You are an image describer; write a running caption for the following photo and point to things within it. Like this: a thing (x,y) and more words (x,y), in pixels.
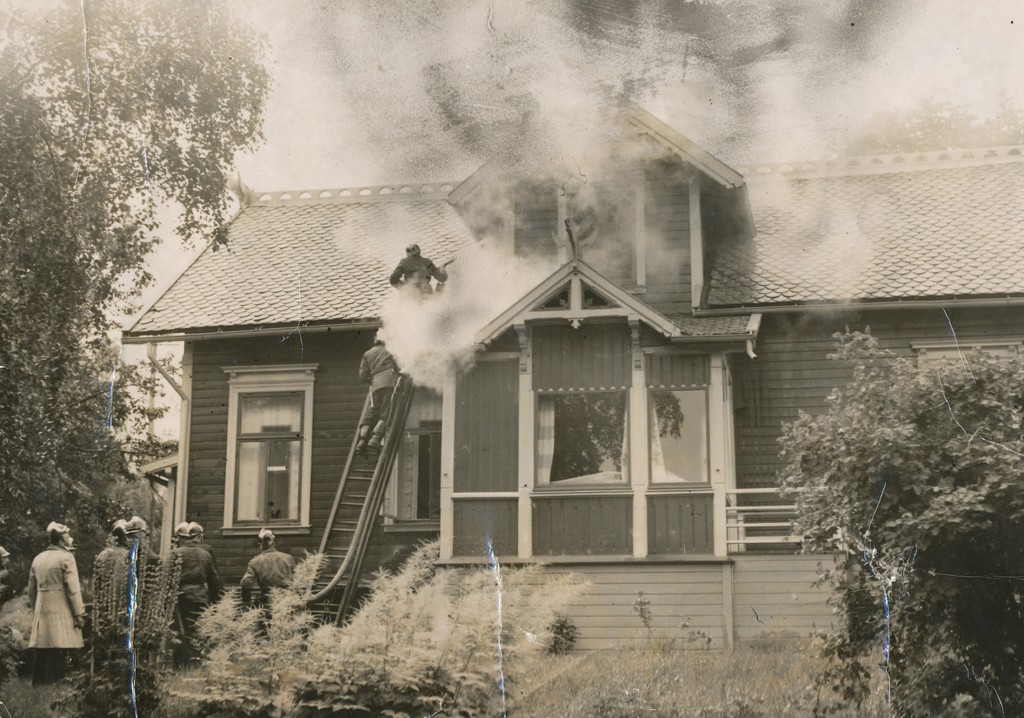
In this image in the center (518,429) there is a building (645,420). In front of the building (279,502) there are persons (190,558) and there are plants (939,542) and there's grass (694,672) on the ground (659,671). On the left side of the building (328,549) there is a tree (88,231) and in the center (360,468) there is a ladder (349,483). On the ladder (360,471) there are persons (377,419) and there is a smoke (498,150) in front of the building (496,208).
